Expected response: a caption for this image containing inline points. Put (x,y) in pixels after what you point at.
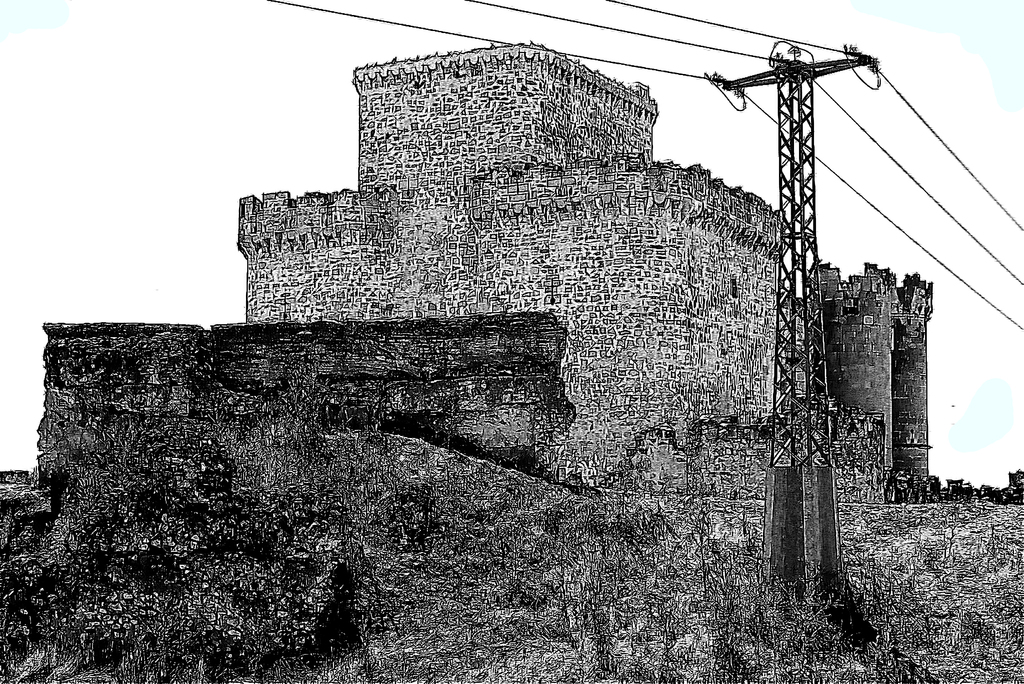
This is a black and white image. In this image we can see a fort (575,273). Also we can see an electric pole (743,77) with wires (761,59). In the background (349,129) there is sky (1018,390).
